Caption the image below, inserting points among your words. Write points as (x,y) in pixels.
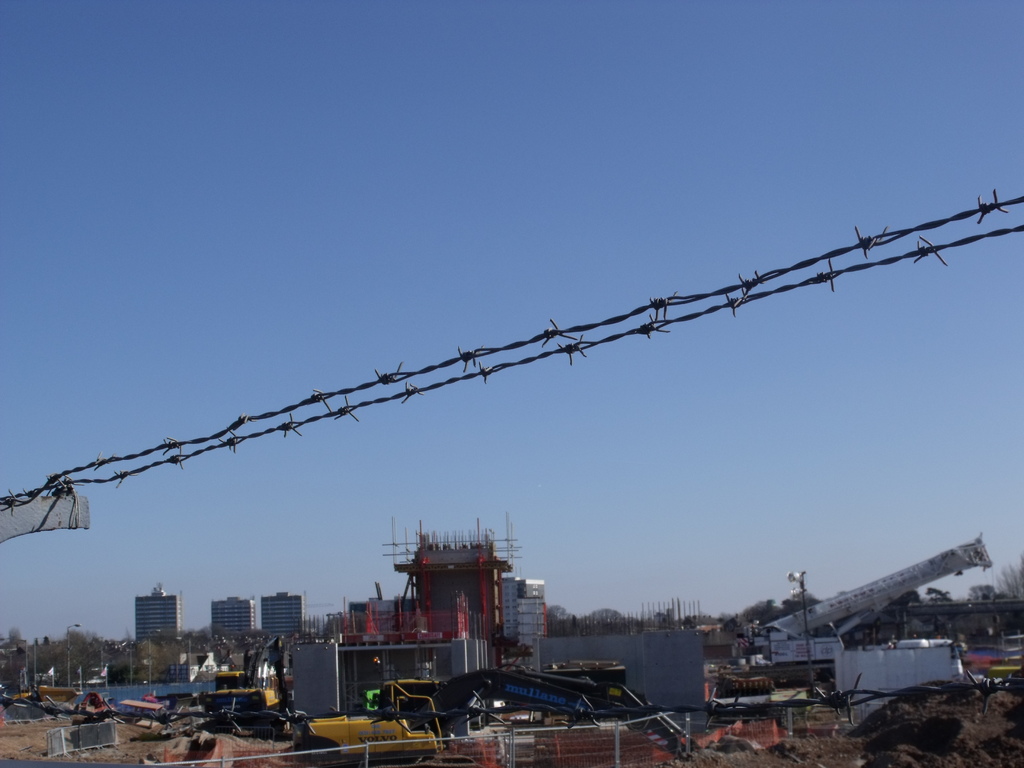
In the center of the image (613,316) we can see the barbed wires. At the bottom of the image (411,619) we can see the buildings (463,619), poles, flags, lights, trees (194,649), vehicles (513,674), mesh (757,724), sand (1020,743), cranes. In the background of the image (165,340) we can see the sky (560,394).
